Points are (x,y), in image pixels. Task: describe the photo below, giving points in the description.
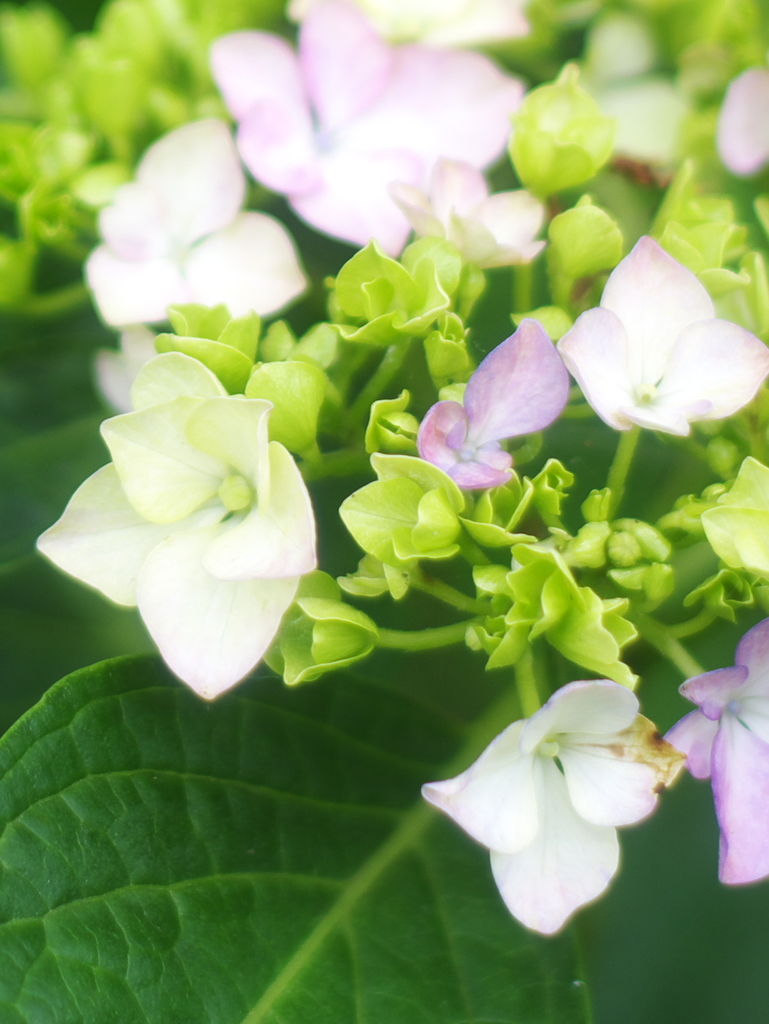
In this image we can see some flowers (223,450) and leaves (412,890).
